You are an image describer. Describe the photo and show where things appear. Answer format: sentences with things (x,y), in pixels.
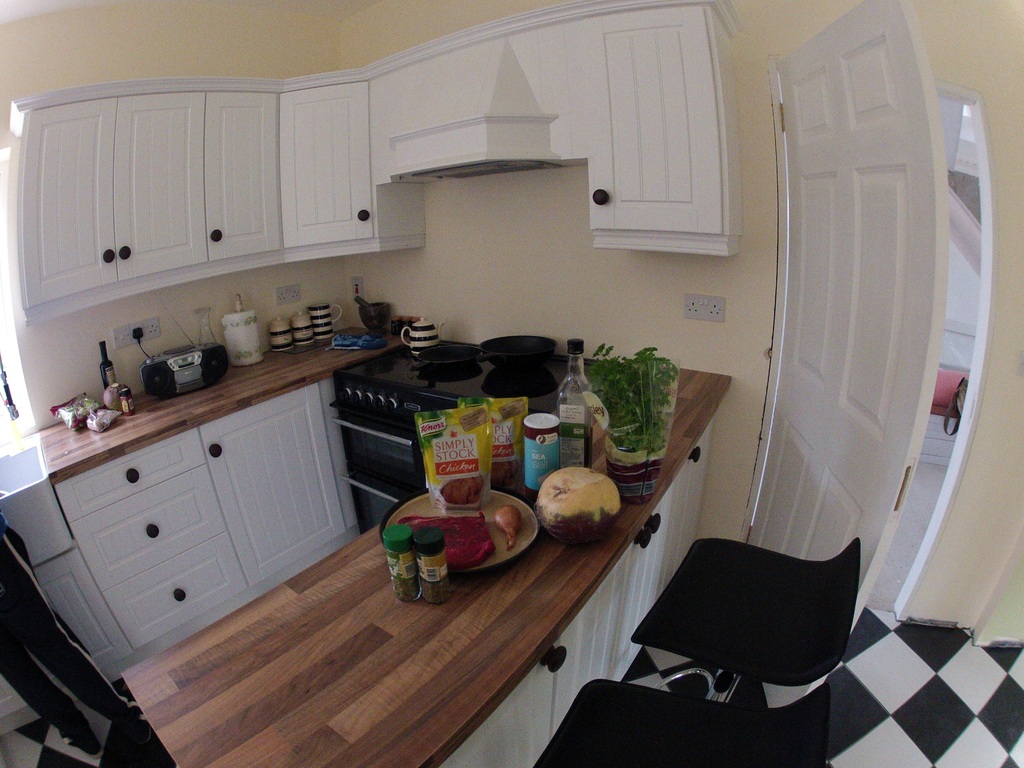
At the bottom of the image (771,576) there are chairs (731,707). In front of the chairs (773,626) there is a kitchen platform (409,647) with bottles (418,561), plate (508,557), packets (469,503), potted plant (654,425) and some other things (473,534). Beside that there is a stove (548,393) with pans (513,348) and a kettle (402,336) on it. Beside that stove (531,410) there is a kitchen platform (120,427) with cupboards (228,472). On that platform (225,383) there are kettles (288,329), cups (321,312) and also there is a tape record (193,358) and many other things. Behind them there is a wall (92,359) with a switch board (147,327). At the top of the image (345,117) there is a cupboard (377,125). On the right side of the image (835,149) there is a wall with a door (833,196).
